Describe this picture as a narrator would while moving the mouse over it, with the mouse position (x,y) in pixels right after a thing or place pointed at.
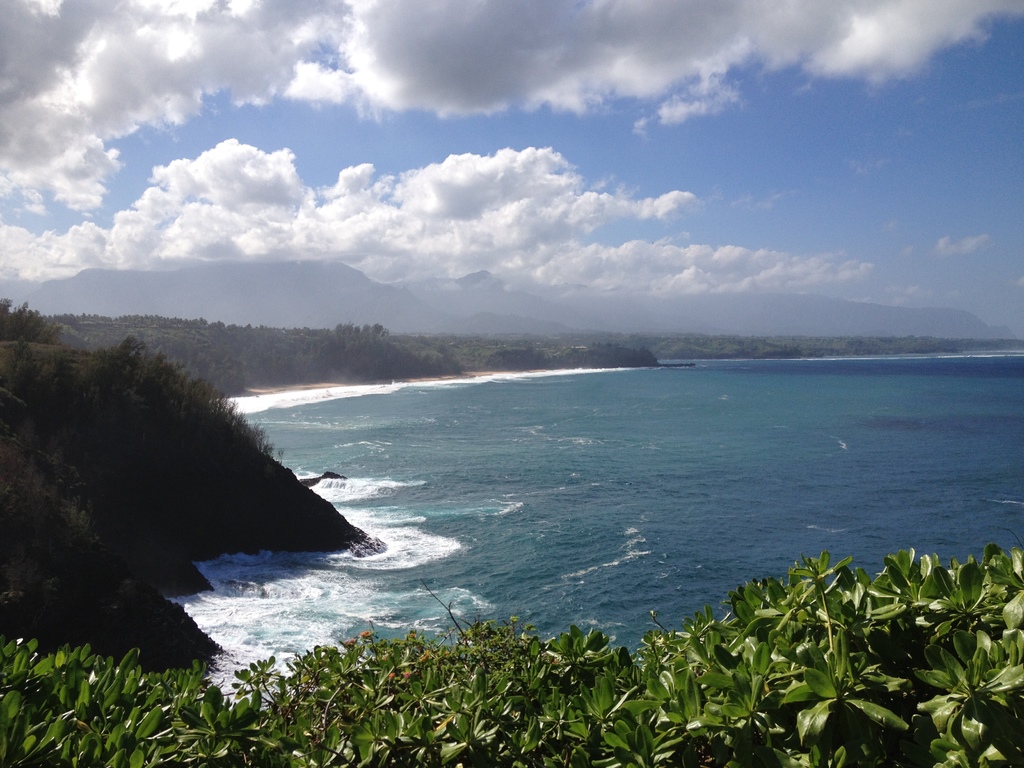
In this image I can see number of green colour leaves (1007,716), water (632,563) clouds (813,53) and the sky (634,219).
